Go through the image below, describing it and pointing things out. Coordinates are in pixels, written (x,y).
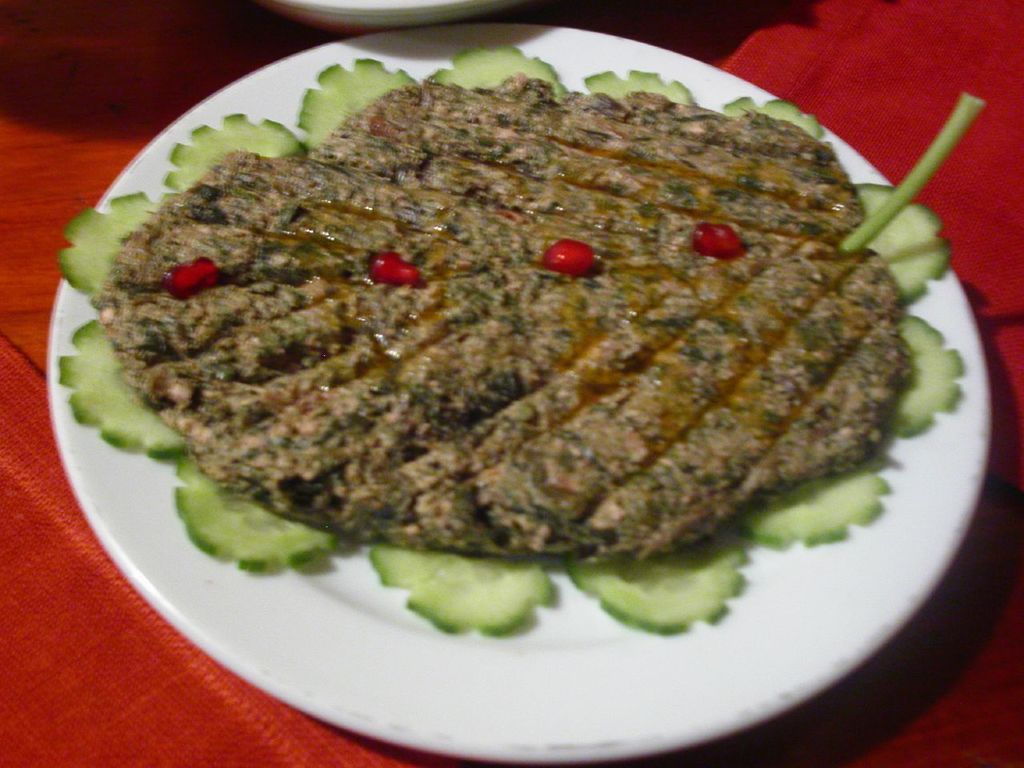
This image consist of food (450,388) which is on the plate (735,642) in the center (608,508).
